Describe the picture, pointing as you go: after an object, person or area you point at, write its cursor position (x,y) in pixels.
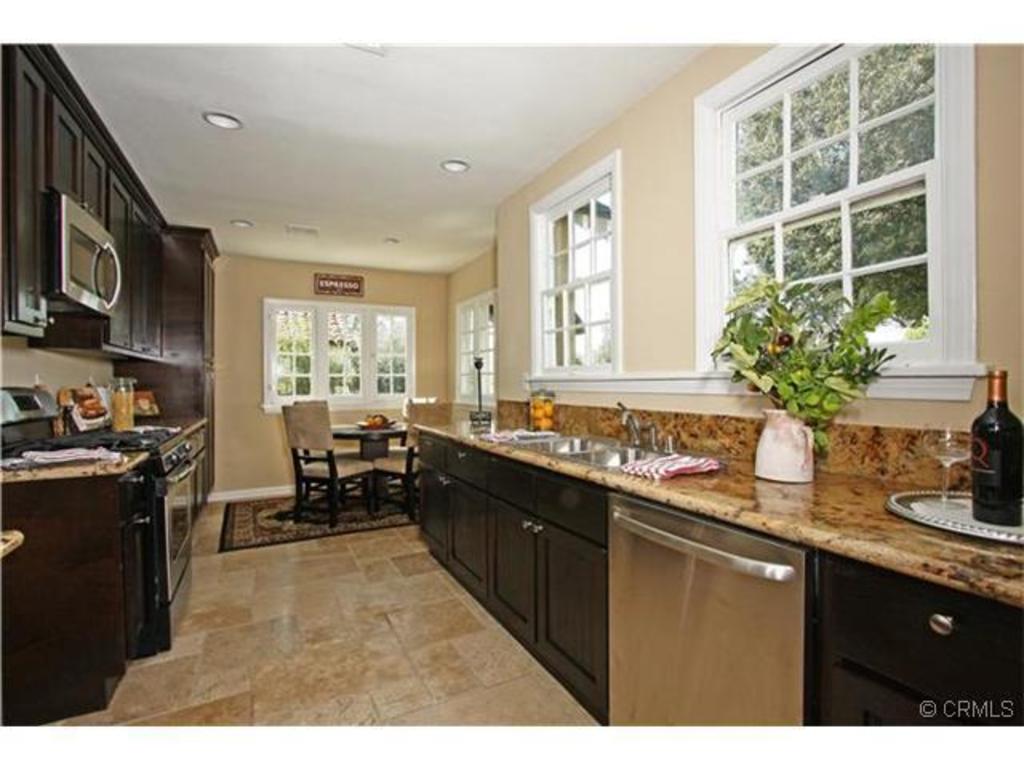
In this image I can see the inner view of room (108,570), where we can see there is a table (736,511) with so many objects (987,460) and wash basin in the middle (475,450), on the left side (86,453) there are so many other things (11,461), also there is a dining table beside the wall (502,338).
